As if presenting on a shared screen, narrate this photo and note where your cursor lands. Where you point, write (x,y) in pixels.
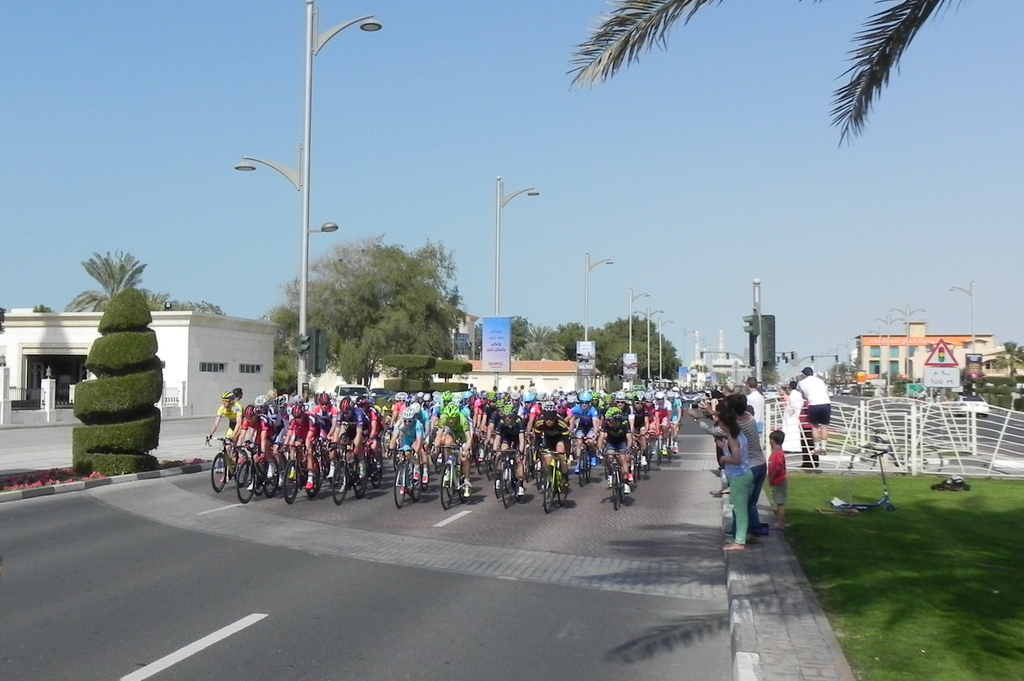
In this image I can see few persons (553,427) riding bicycles (273,473). I can see few persons (737,424) standing. I can see few poles (263,157) and trees (436,293). I can see the sky (212,140).
